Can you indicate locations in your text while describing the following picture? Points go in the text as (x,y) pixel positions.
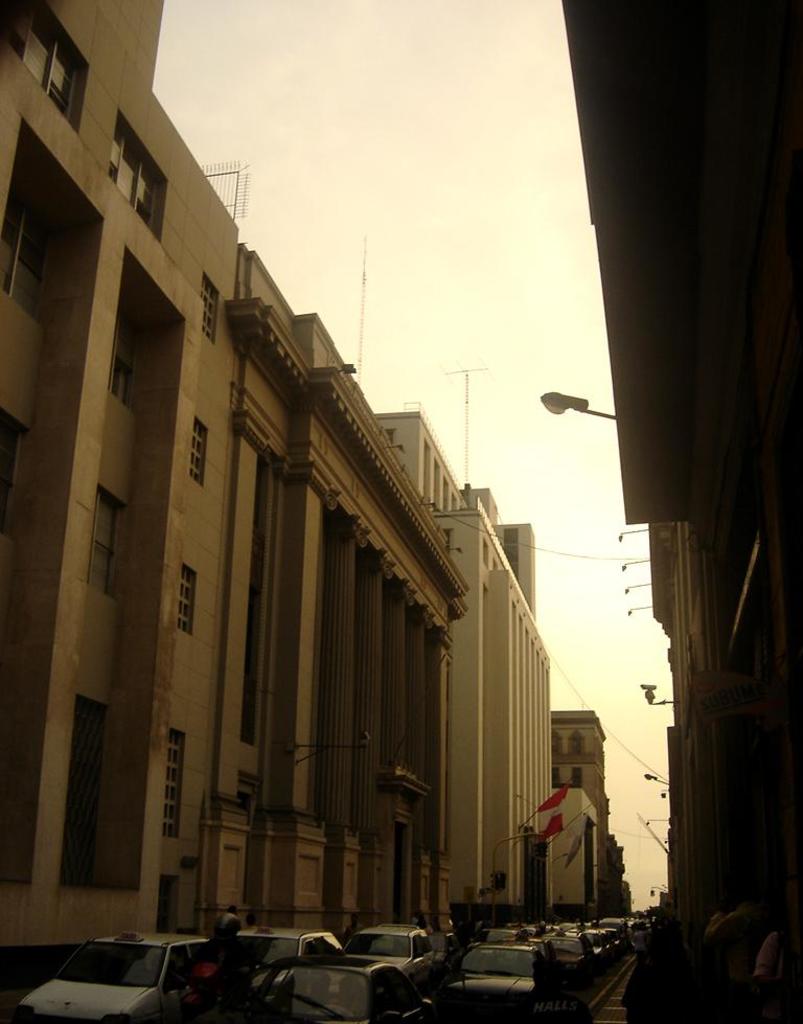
In this picture I can see the buildings (430,773) and street lights (552,402). At the bottom (50,1014) I can see many cars (515,966) and other vehicles (223,1000) on the road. Beside that I can see some persons (654,969) who are walking on the street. At the top (427,124) I can see the sky (320,204) and clouds (333,215). At the top of the building (199,173) I can see the poles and other objects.
